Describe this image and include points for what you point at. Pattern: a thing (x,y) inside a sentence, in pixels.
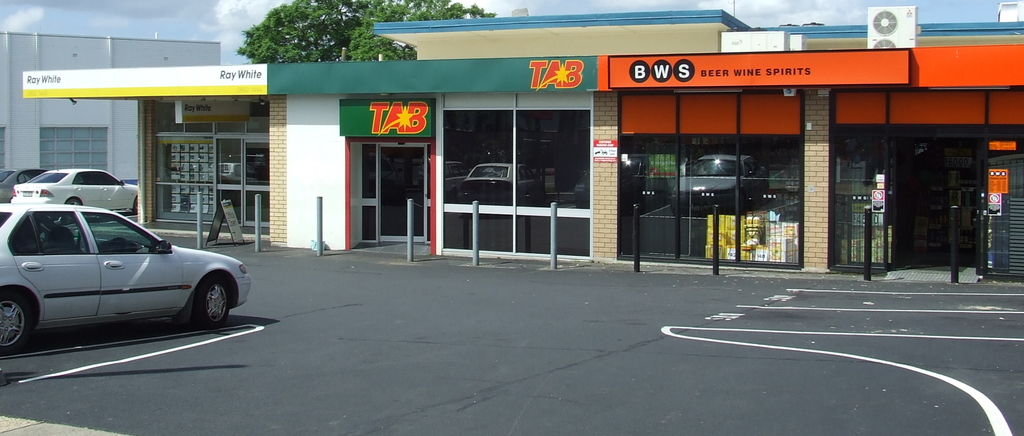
This image is taken outdoors. At the bottom of the image (608,369) there is a road (389,300). At the top of the image (157,14) there is the sky (231,7) with clouds (515,4). On the left side of the image (108,225) a few cars (61,260) are parked on the road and there is a building (72,128). In the middle of the image (535,167) there is a building (558,148) with walls (815,104) and there are many boards (179,80) with text (387,104) on them. There are a few stores (685,190) and there is a tree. There are two air conditioners (869,34) and there are a few poles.
